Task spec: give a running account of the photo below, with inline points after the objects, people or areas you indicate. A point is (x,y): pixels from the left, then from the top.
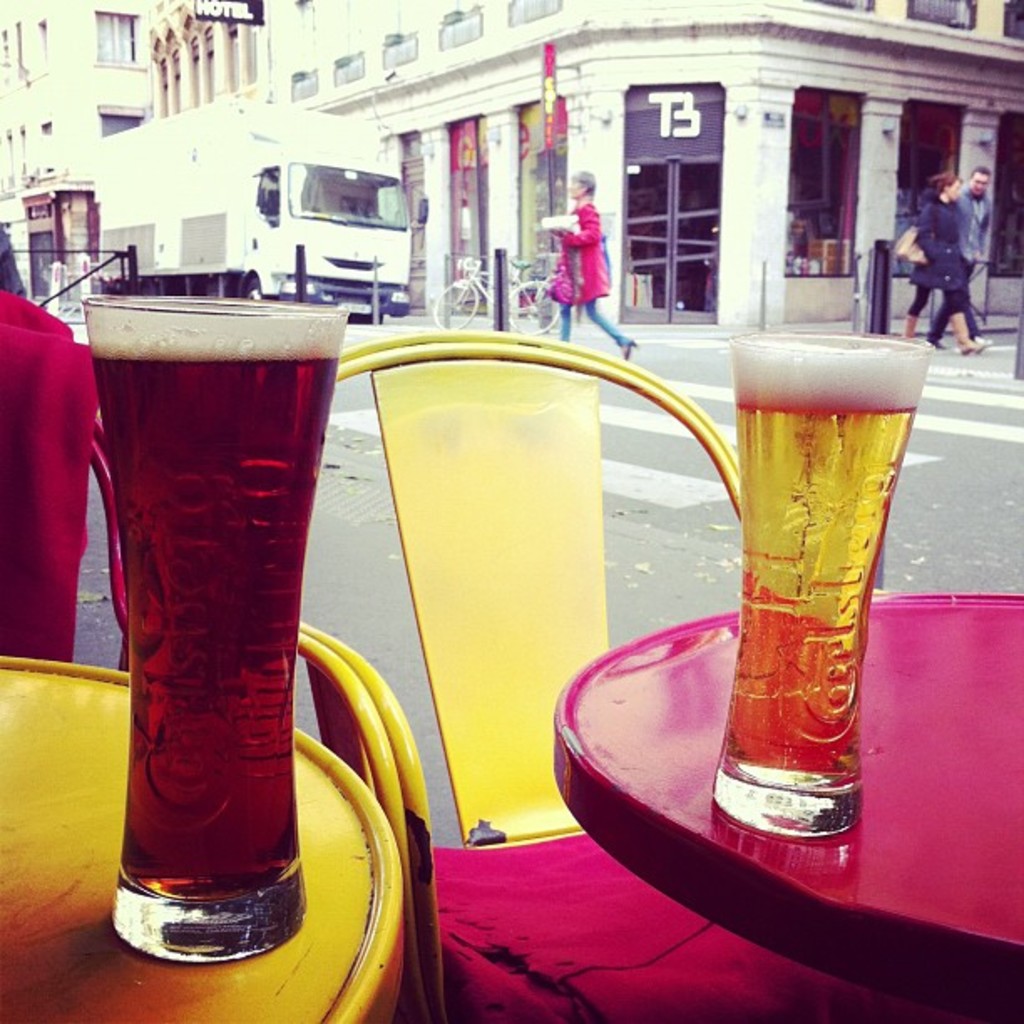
In this picture we can see glasses (175,564) with drinks (144,656) on tables (713,870) and chair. There are people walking on the road (1001,450) and we can see poles (888,284) and rods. In the background of the image (436,211) we can see vehicles (299,143), buildings (244,79) and boards (675,90).
